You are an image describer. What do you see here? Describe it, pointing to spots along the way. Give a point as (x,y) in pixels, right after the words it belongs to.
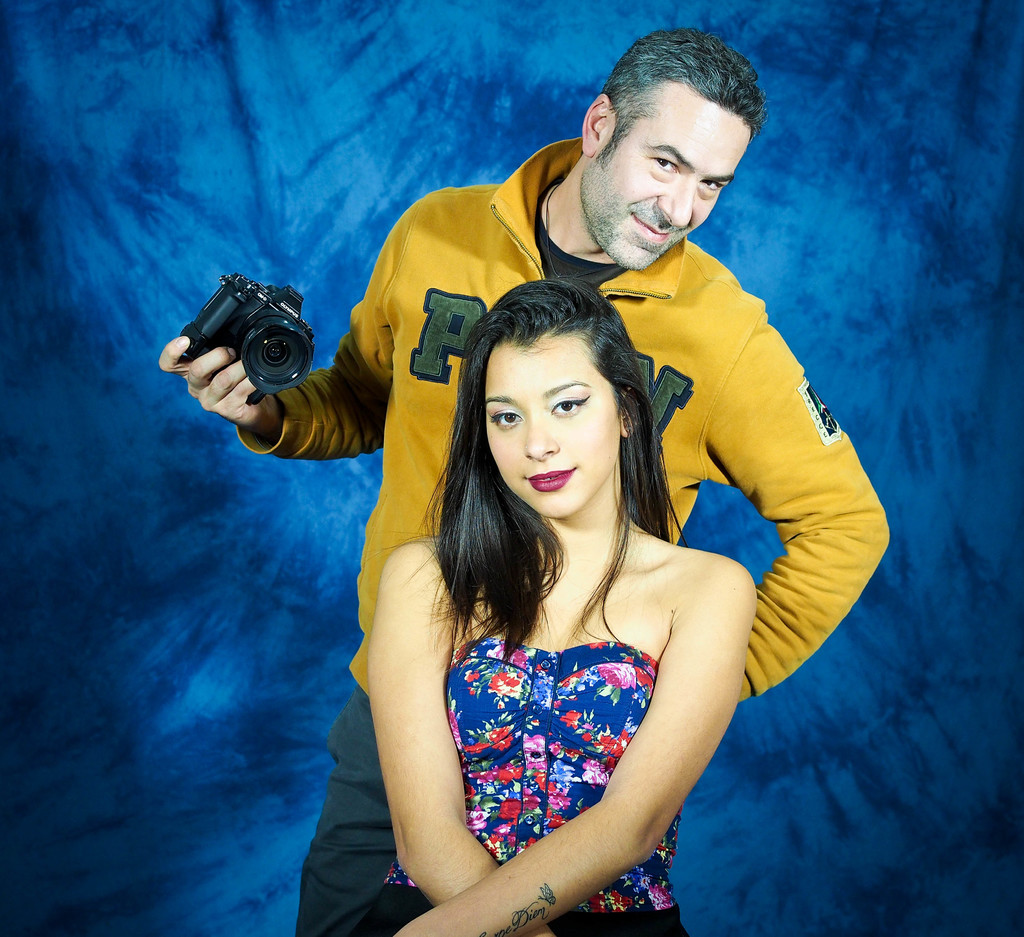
In the image we can see there is man (699,351) who is standing and a woman (577,724) is sitting and a man (357,377) is holding camera (302,334) in his hand (228,352) and the background (178,88) is in blue colour.
